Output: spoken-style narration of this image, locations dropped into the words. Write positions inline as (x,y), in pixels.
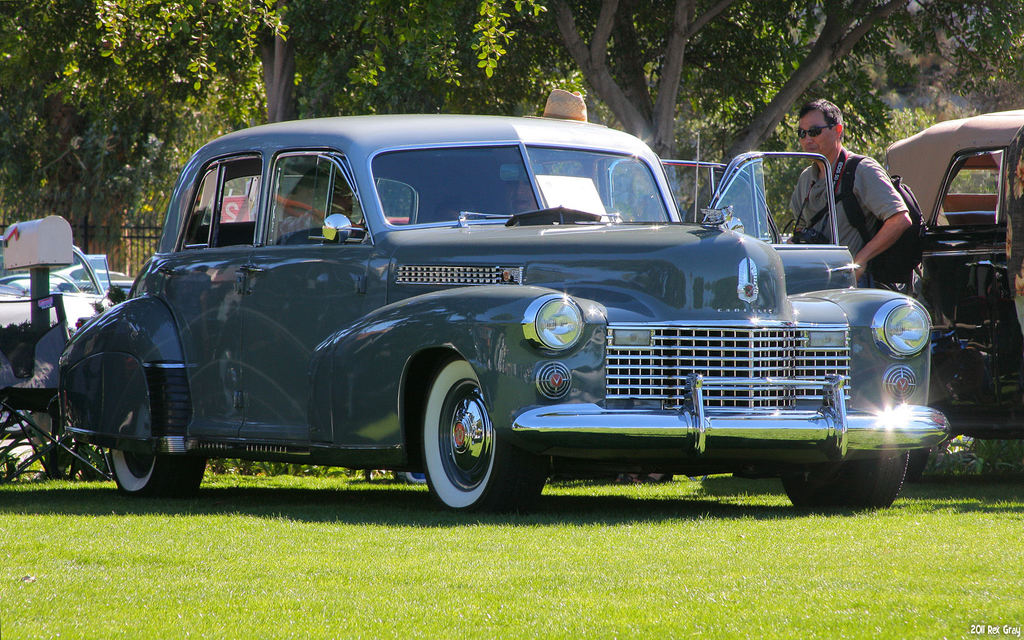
In this image there are cars (574,376) on a grassland (742,561), beside the car (805,303) a man (879,211) standing, in the background (638,77) there are trees (674,42).
